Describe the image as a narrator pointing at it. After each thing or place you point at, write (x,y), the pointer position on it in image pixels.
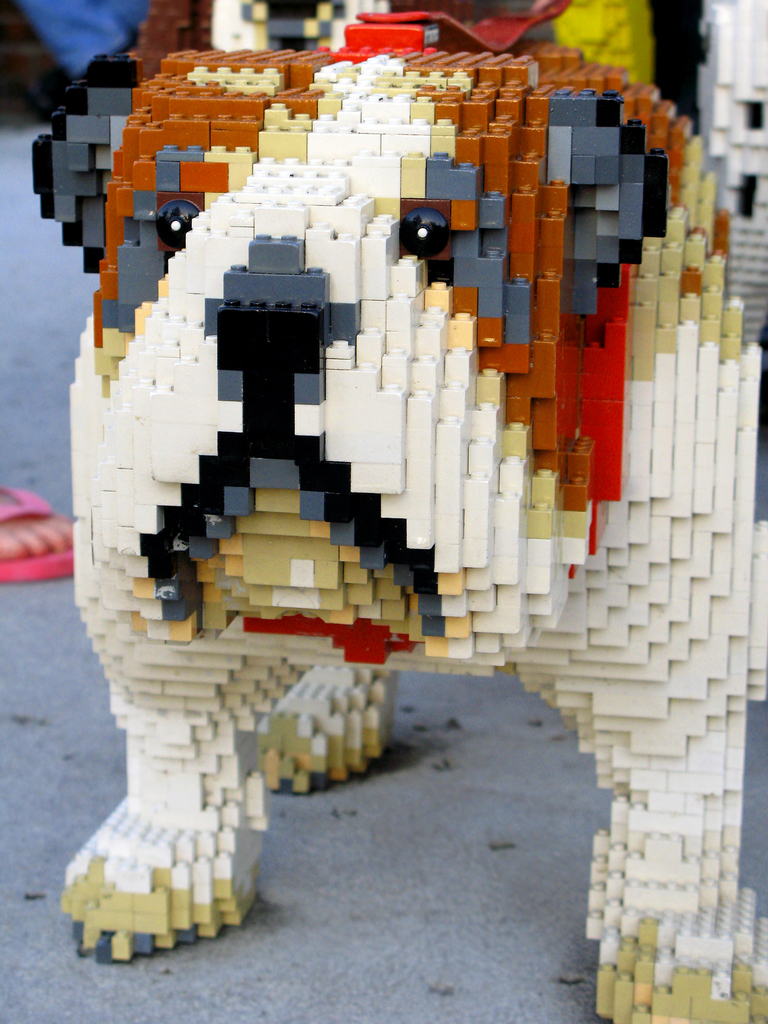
In this picture there are building blocks (298,395) of a dog (378,329) which are in different colors.
